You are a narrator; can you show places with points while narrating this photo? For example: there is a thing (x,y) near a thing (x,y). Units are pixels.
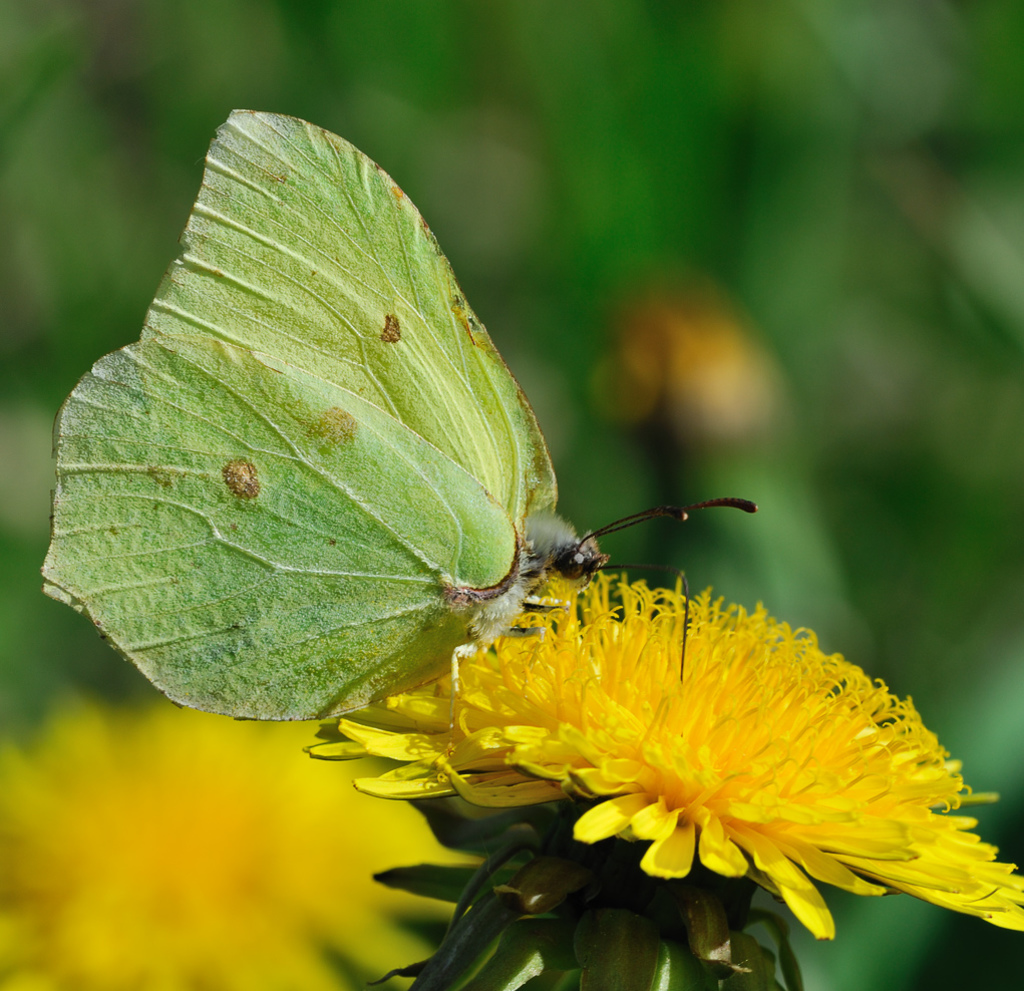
There is a butterfly (240,525) on a flower (522,663) in the foreground area of the image (443,434) and the background (53,802) is blurry.
